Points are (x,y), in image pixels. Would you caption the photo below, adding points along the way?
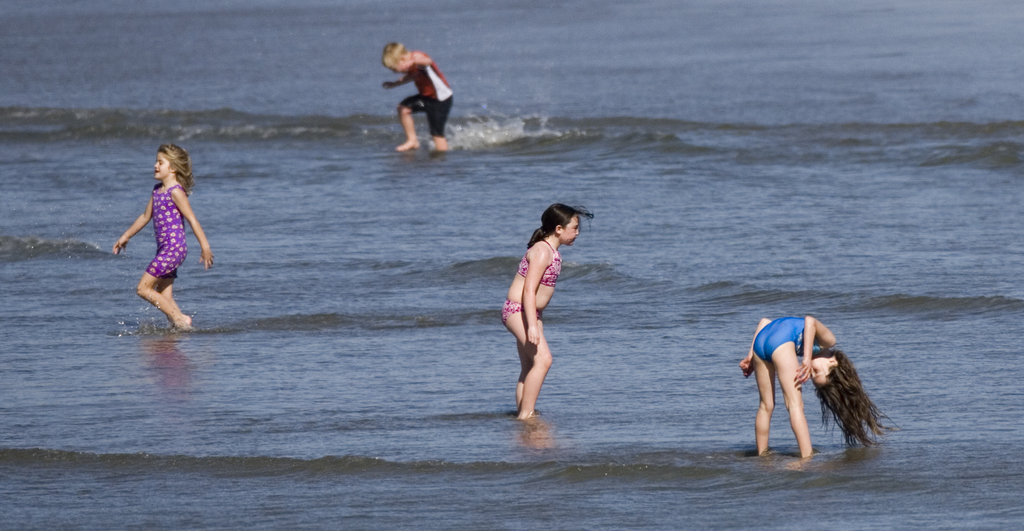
In this picture there is a girl (526,383) who is wearing pink dress (554,281) and she is standing on the beach (555,495). Beside her there is another girl (874,420) who is wearing blue dress (792,339). On the left (160,291) there is another girl (162,273) who is a walking and smiling. At the top (440,113) there is a boy (389,51) who is jumping on the water (455,104). In the top right (935,137) i can see the ocean (809,60).
